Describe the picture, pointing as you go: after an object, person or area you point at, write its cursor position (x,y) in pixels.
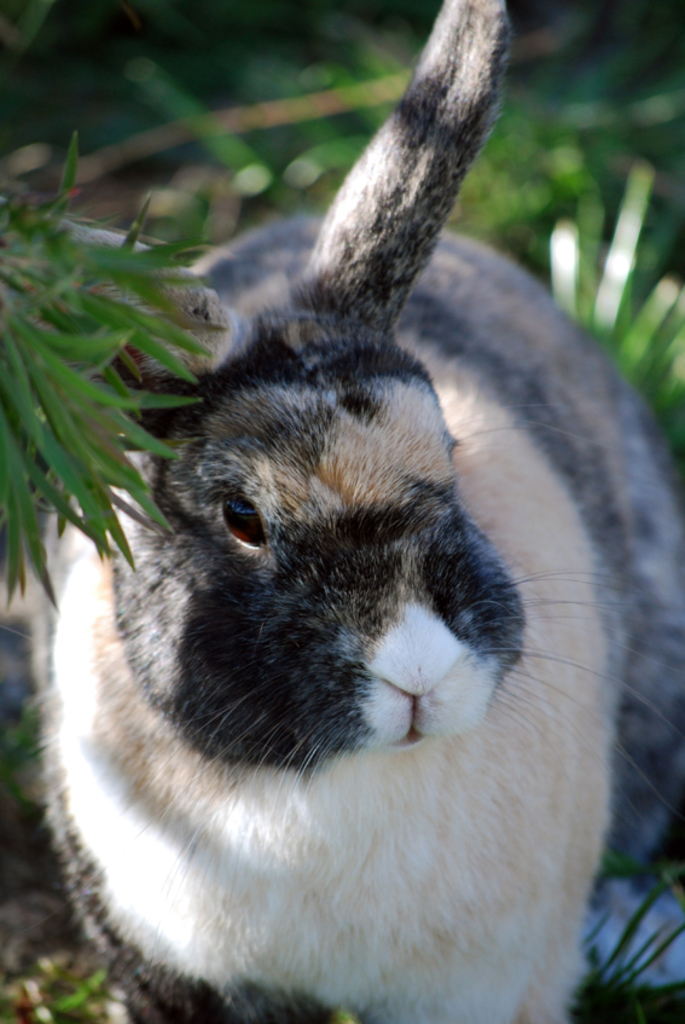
In this image we can see a rabbit (348,553) and plants (136,424).
